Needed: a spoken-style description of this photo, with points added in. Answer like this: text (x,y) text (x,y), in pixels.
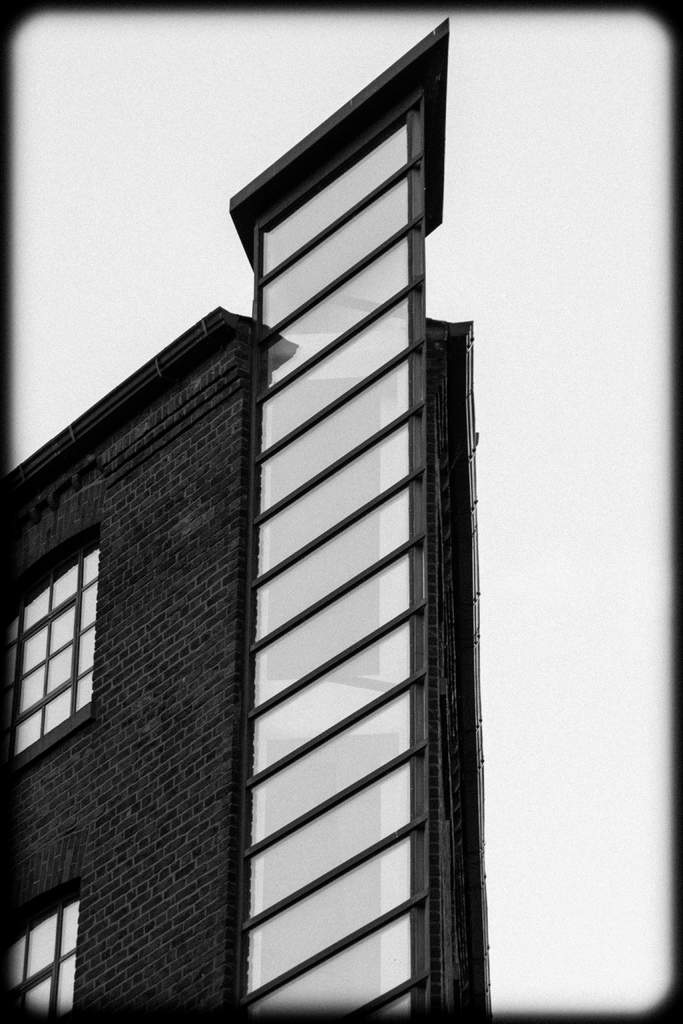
In this picture we can see a building (382,339) with windows (65,597) and in the background (126,317) we can see white color.
